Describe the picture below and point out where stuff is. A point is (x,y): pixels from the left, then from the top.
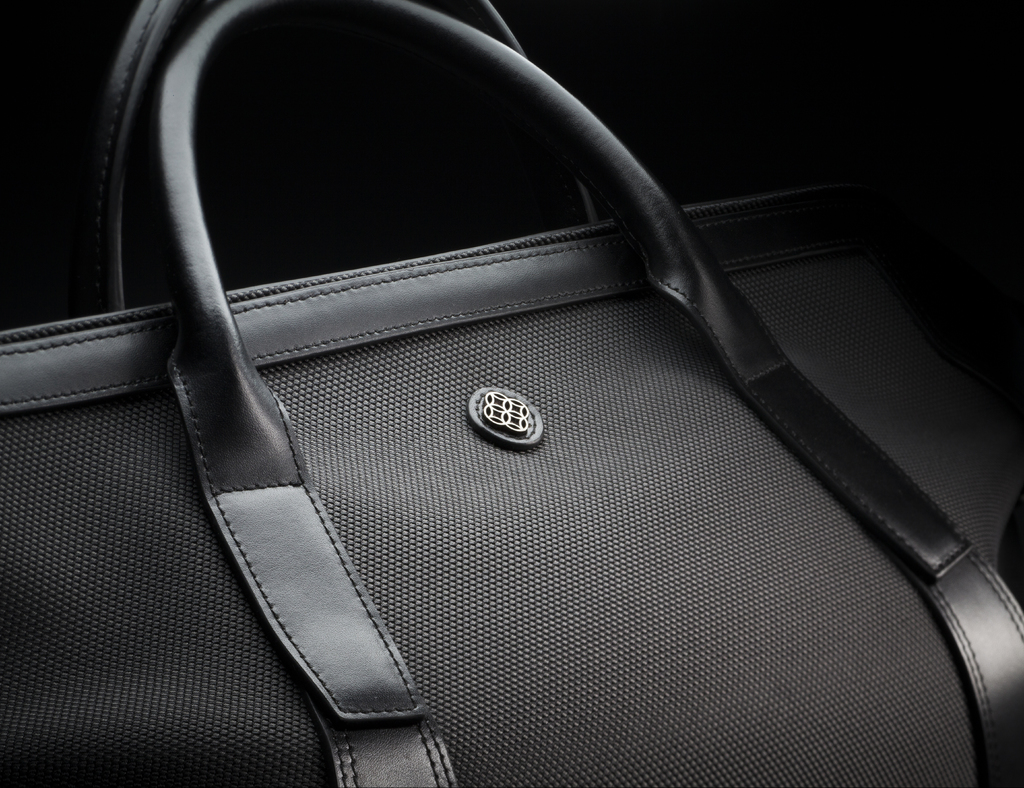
Here we can see a handbag (458,589).
